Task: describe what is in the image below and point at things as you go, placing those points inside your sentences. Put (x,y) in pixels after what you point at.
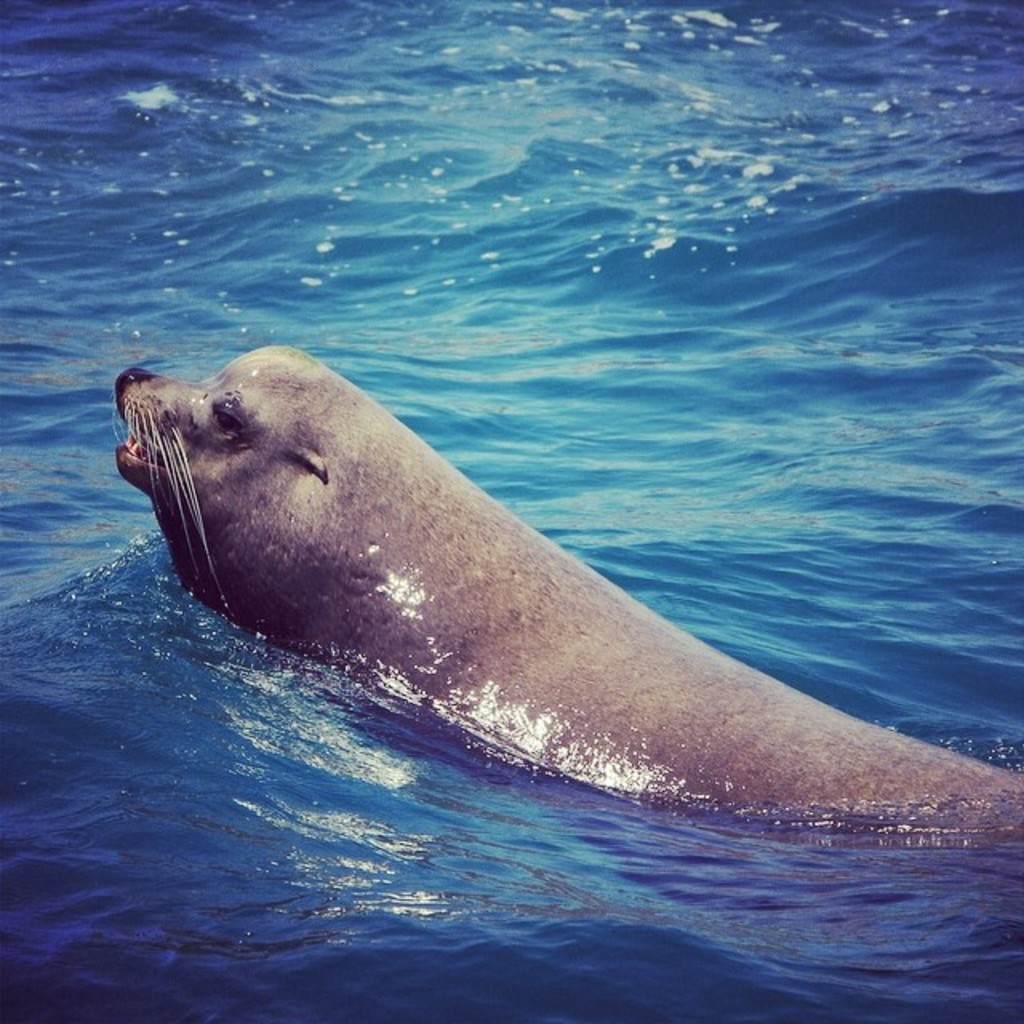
As we can see in the image there is water (470,118) and an animal (362,646).
